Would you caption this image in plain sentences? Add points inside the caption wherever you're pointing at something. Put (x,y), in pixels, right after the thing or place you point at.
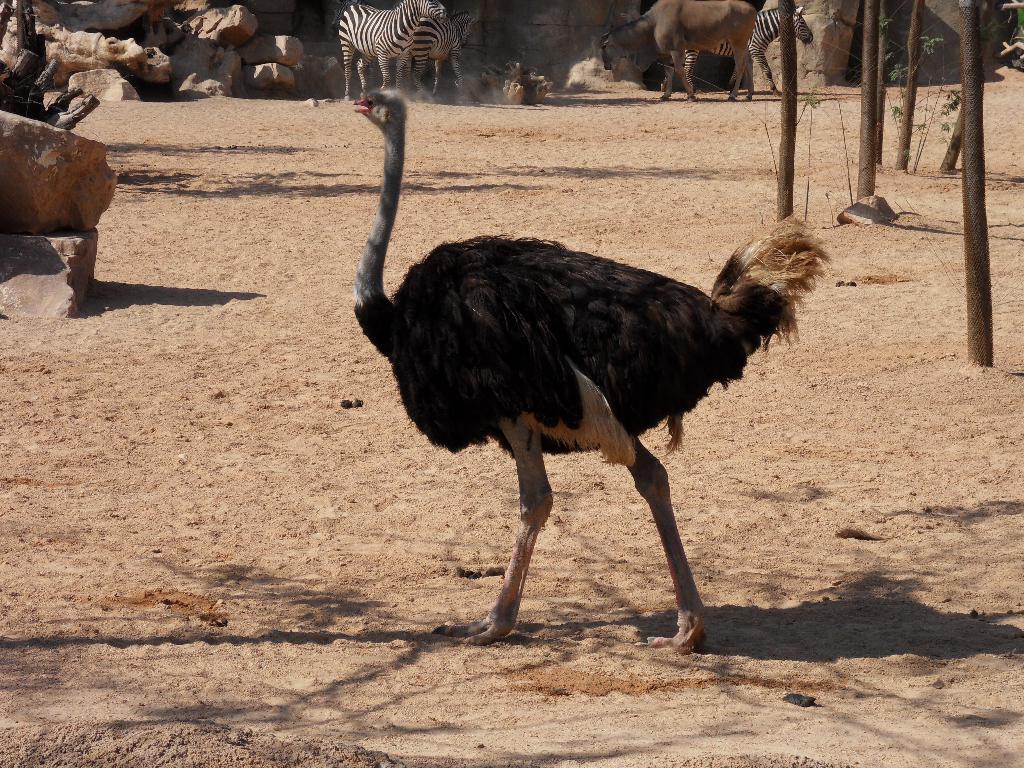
In this image we can see an ostrich (575,414) on the ground (632,556). We can also see some stones (83,255), wooden poles (908,101), plants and a group of animals (668,88).
